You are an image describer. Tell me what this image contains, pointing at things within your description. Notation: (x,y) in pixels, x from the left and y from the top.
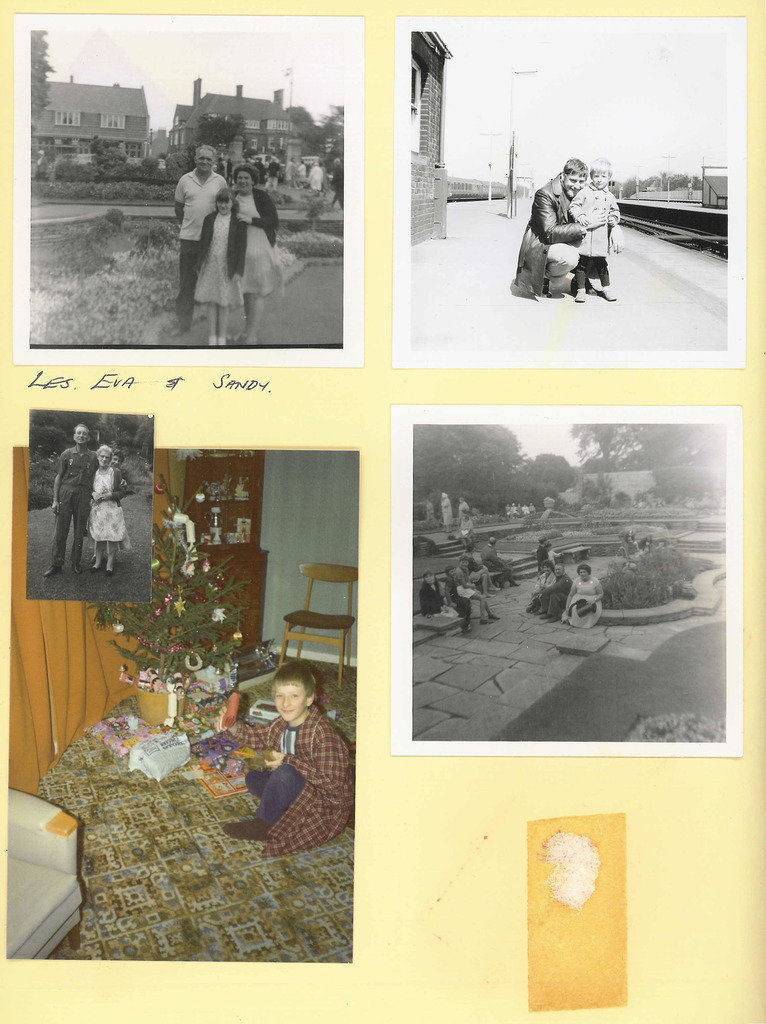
I see this is a collage image and I see number of people (275,269) and I see a chair (301,633) over here and I see the path (489,286) in these 3 pics and I see the plants (140,313) and trees (530,472) and I see number of buildings (140,125) and I see the sky (542,429).
